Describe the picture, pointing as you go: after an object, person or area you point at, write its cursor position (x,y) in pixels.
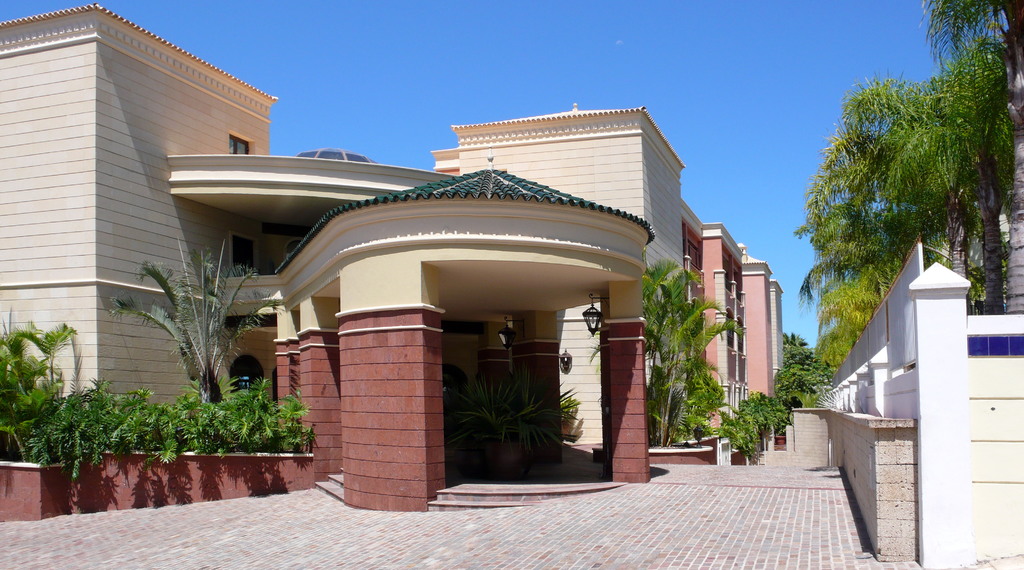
In this image there is a building (639,248) with trees (705,364) and plants (687,370), on the right side of the image (913,373) there is a side wall (919,411) of a building (919,411), beside that there are trees (991,221). In the background (659,97) there is the sky (659,97).
